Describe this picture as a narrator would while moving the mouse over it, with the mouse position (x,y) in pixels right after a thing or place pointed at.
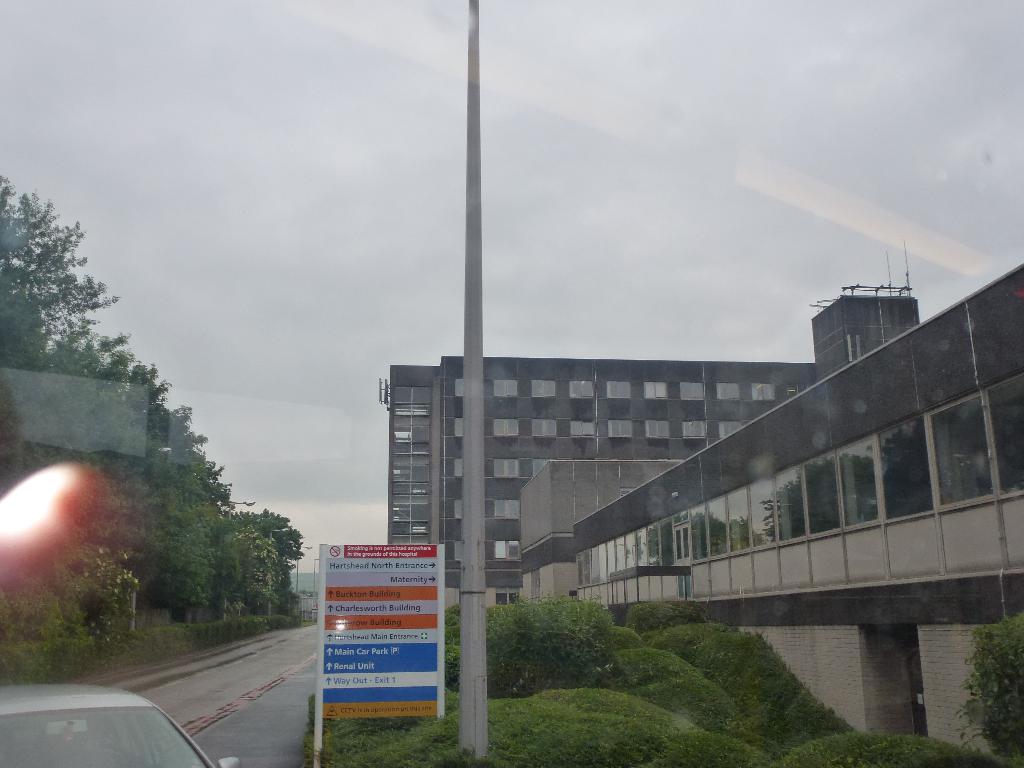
In this picture we can see a vehicle (228,759) and a board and in the background (220,597) we can see the road (265,741), buildings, trees (208,555), poles (466,740) and the sky (750,10).
